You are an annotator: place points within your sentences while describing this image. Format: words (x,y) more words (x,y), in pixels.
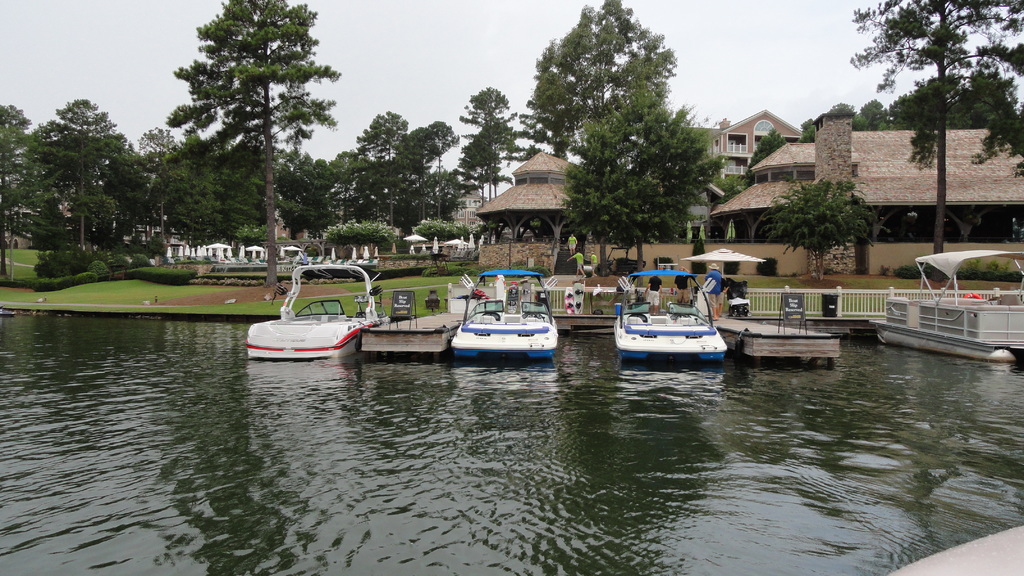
At the bottom of this image (511,508), there is water (746,419) on which there are boats (1022,273) parked. In front of them, there is a fence (848,293). In the background (988,120), there are buildings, trees (555,104), plants (67,268) and grass (8,273) on the ground (424,281) and there are clouds (402,53) in the sky (164,59).
